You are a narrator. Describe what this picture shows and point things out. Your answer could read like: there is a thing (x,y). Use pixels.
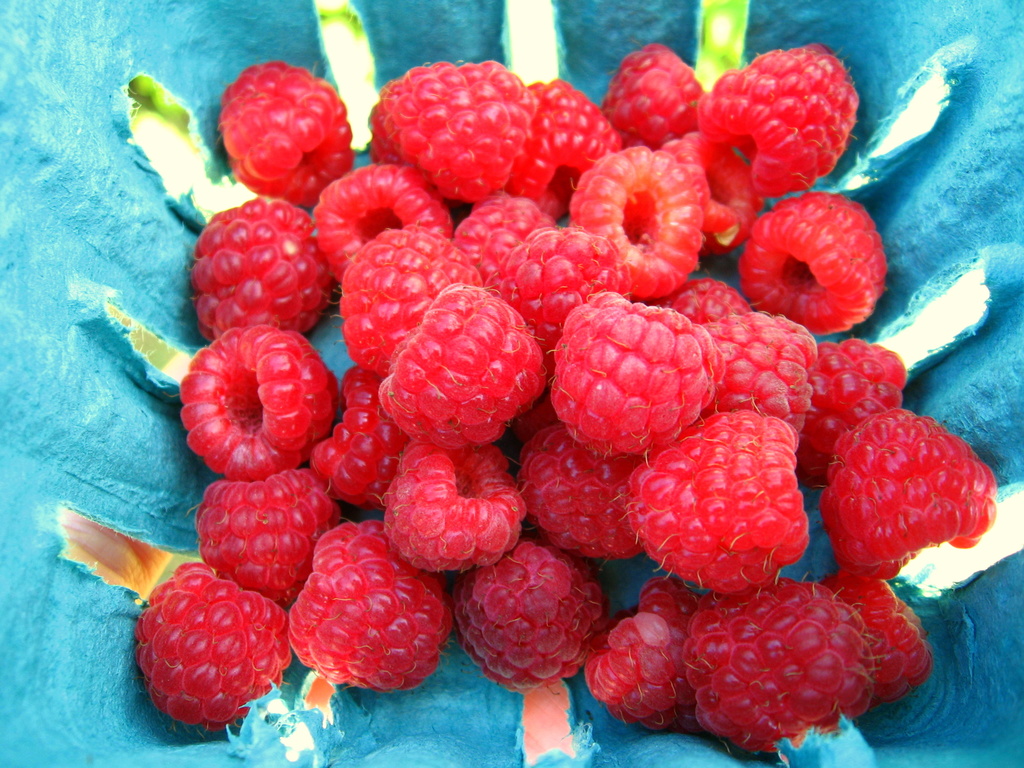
In this image we can see the raspberries (551,351) in a basket (36,570).
